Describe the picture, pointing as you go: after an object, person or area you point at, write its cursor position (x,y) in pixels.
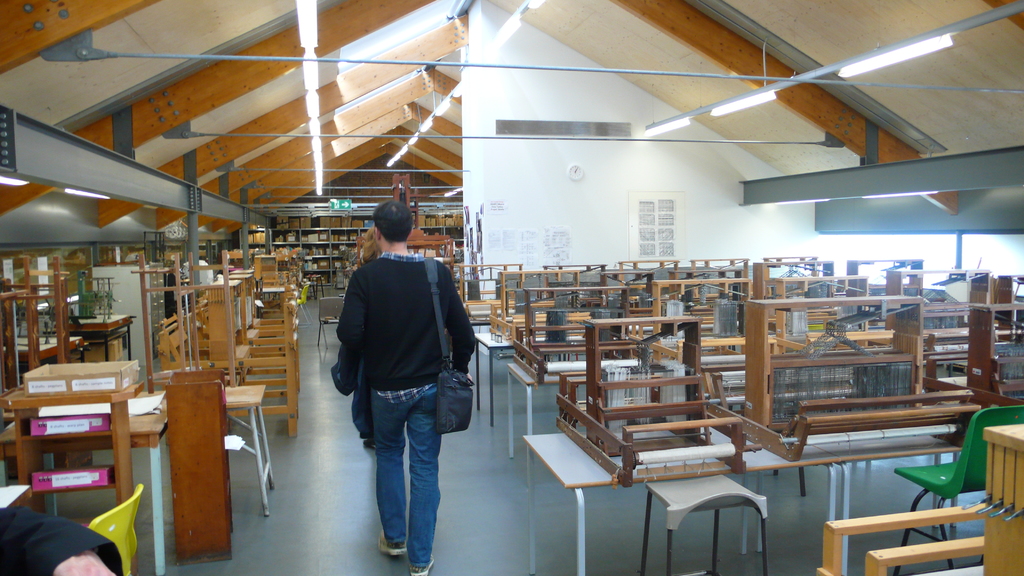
there is a man (399,510) walking in a room (706,90) where there are so many wooden things (940,399) and wooden ceiling (102,6).
